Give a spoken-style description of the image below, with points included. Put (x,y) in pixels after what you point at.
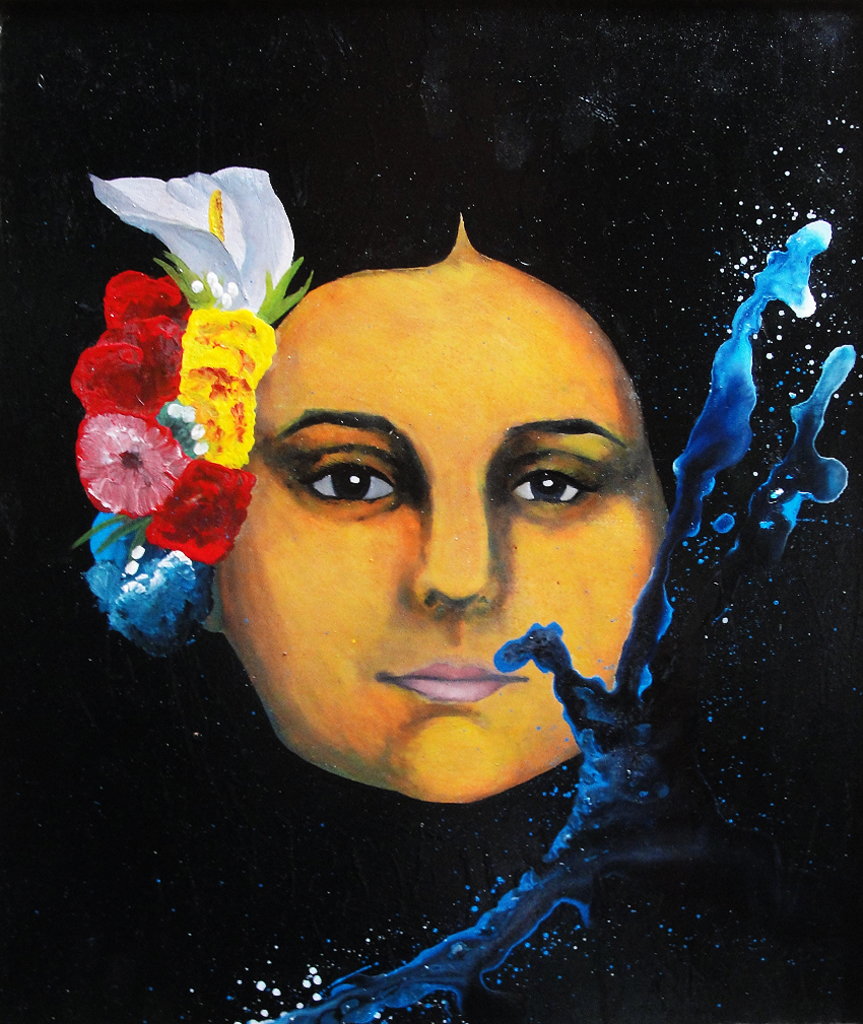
In this image we can see there is a painting (545,807) of a woman (240,217) and the background (716,157) is black color.
